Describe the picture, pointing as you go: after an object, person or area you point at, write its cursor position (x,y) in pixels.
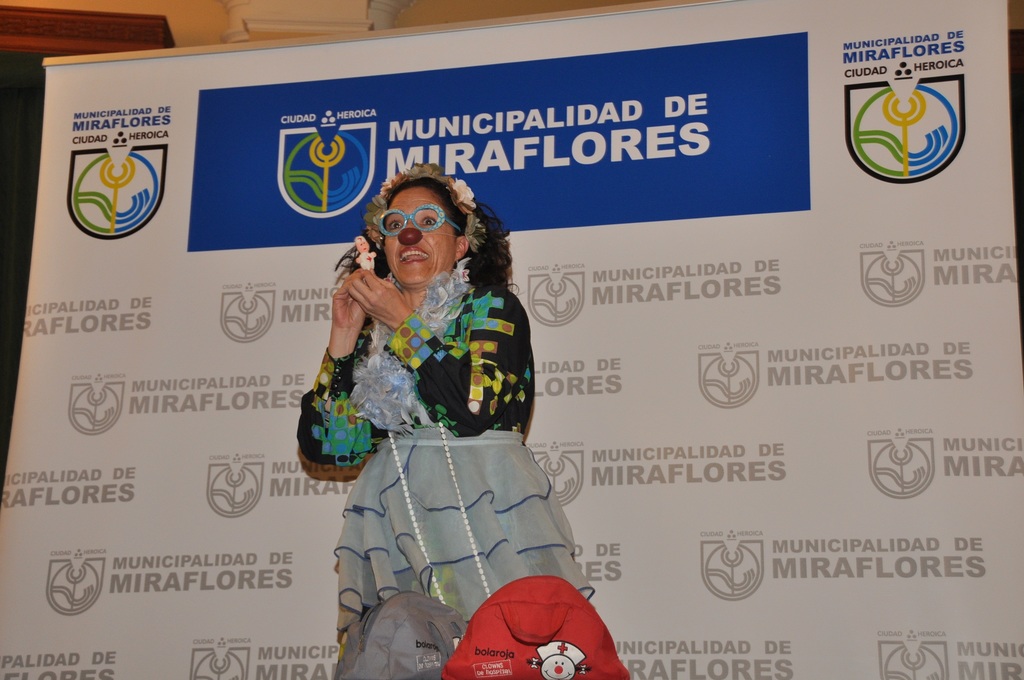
In this picture we can see a woman (485,457), she is holding a toy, here we can see a banner (800,477) and some objects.
